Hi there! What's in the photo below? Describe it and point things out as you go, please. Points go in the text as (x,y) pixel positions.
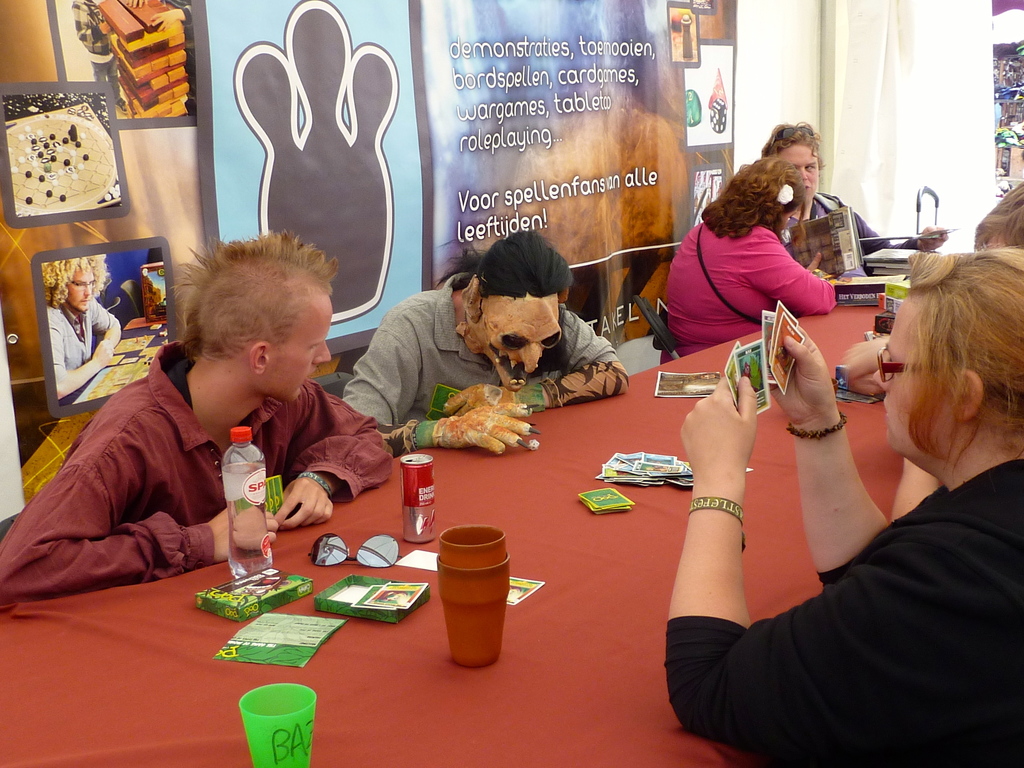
In this image I can see a group of people (413,371) are sitting on the chairs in front of a table (443,520) on which I can see glasses (479,582), bottles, cards (599,479) and so on. In the background (821,22) I can see posters (668,52) and a curtain (764,93). This image is taken in a hall (788,10).
